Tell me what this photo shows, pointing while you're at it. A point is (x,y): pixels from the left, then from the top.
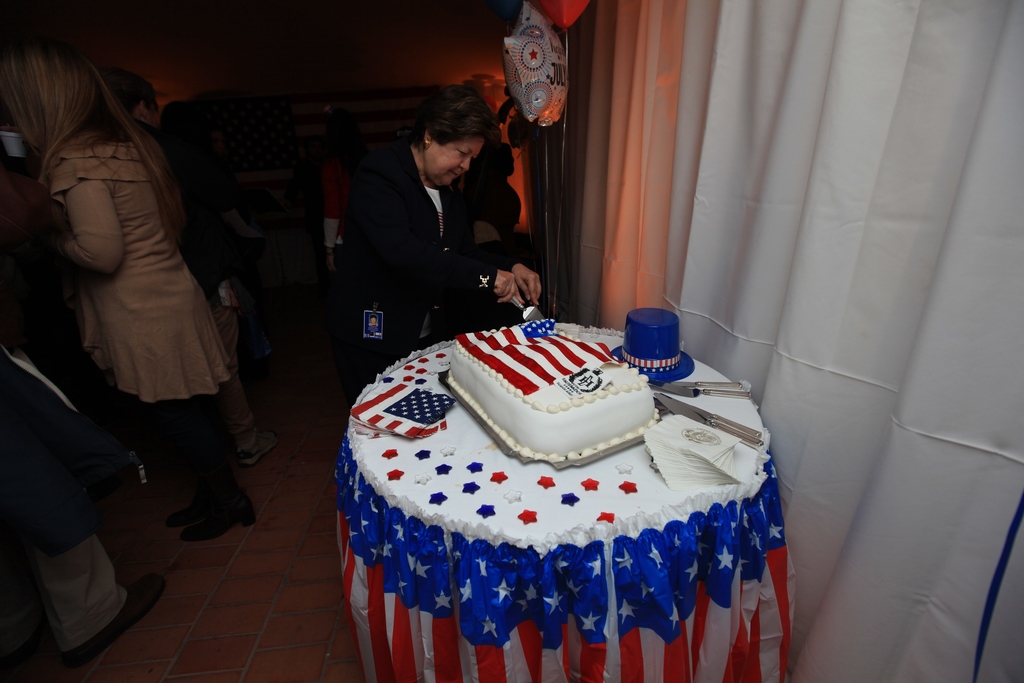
In the middle of the image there is a table (727,413) with cloth (406,531). On the table (691,378) there is a cake (490,376), knives (713,413), flags (406,398) and other items (706,443) on it. Behind the table (431,438) there is a lady (385,228) with black jacket (417,249) is standing and cutting the cake (507,337). And in the background (303,216) there are many people (227,183) standing and also there is a flag (281,106) to the wall (338,71). To the right side of the image (743,123) there are curtains (655,139) and balloons (533,76).
